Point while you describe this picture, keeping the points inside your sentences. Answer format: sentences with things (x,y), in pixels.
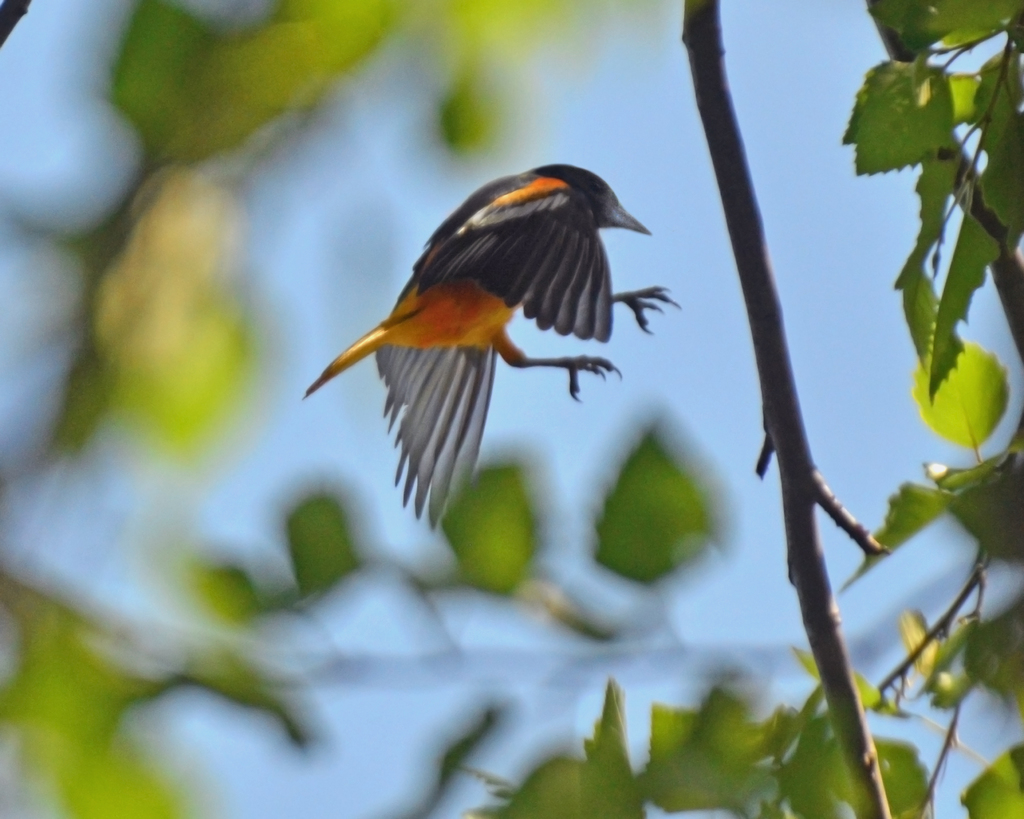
In the center of the image (437,330) we can see bird (428,294) in the sky (814,238). In the foreground (82,318) we can see tree (89,363).
